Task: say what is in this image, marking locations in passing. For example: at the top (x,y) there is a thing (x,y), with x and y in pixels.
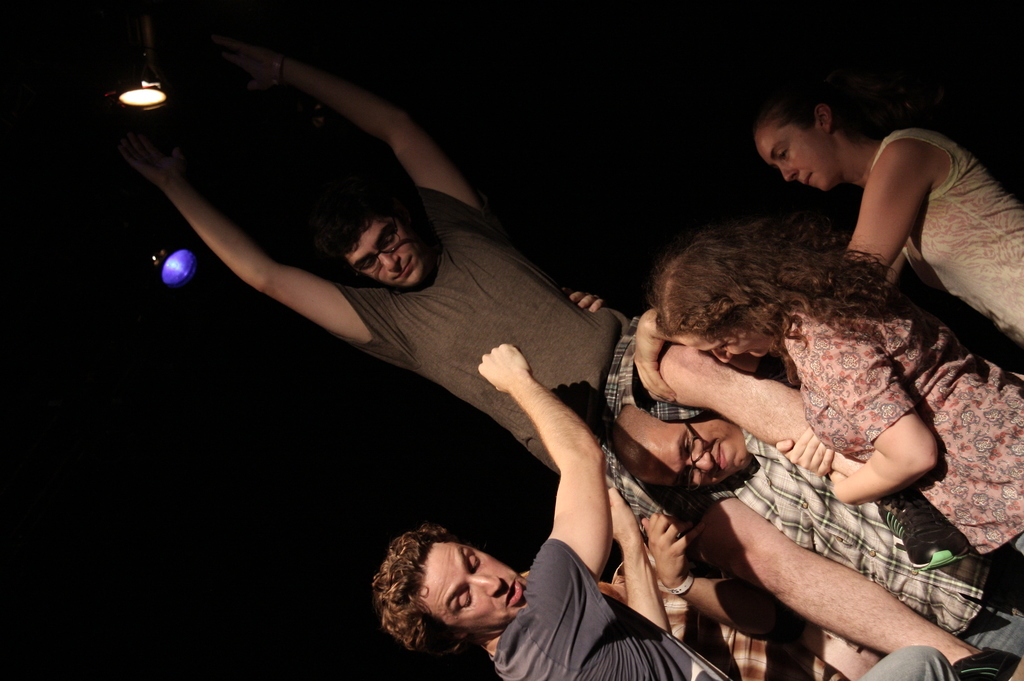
In this image there is a person (399,297) sitting on the shoulders (778,515) of another person (712,477), around them there are a few other people (564,508), at the top of the image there are two focus lights (146,68).
